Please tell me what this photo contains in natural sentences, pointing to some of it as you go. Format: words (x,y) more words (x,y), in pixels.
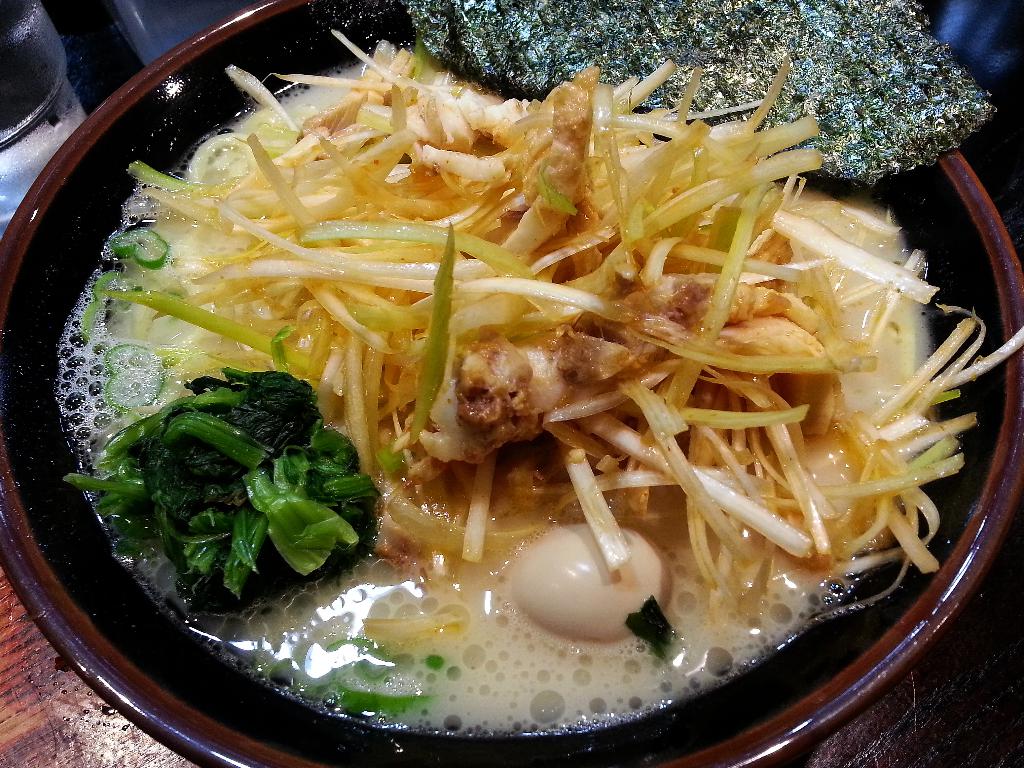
In the picture we can see the food (533,311) in the bowl (83,642).
